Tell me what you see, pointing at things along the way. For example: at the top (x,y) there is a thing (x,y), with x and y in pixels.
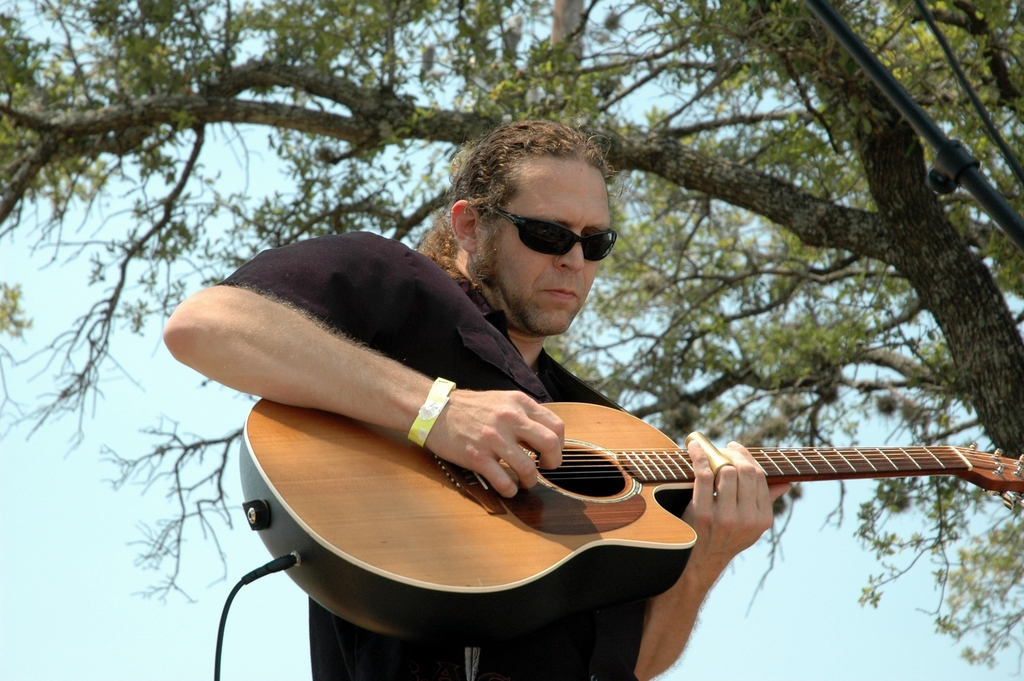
in the picture there was the man (421,405) playing guitar (536,457), beside the man (499,302) there was the tree (959,384) we can also a micro phone stand (874,79) near the person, we can also see the clear sky (119,611).
